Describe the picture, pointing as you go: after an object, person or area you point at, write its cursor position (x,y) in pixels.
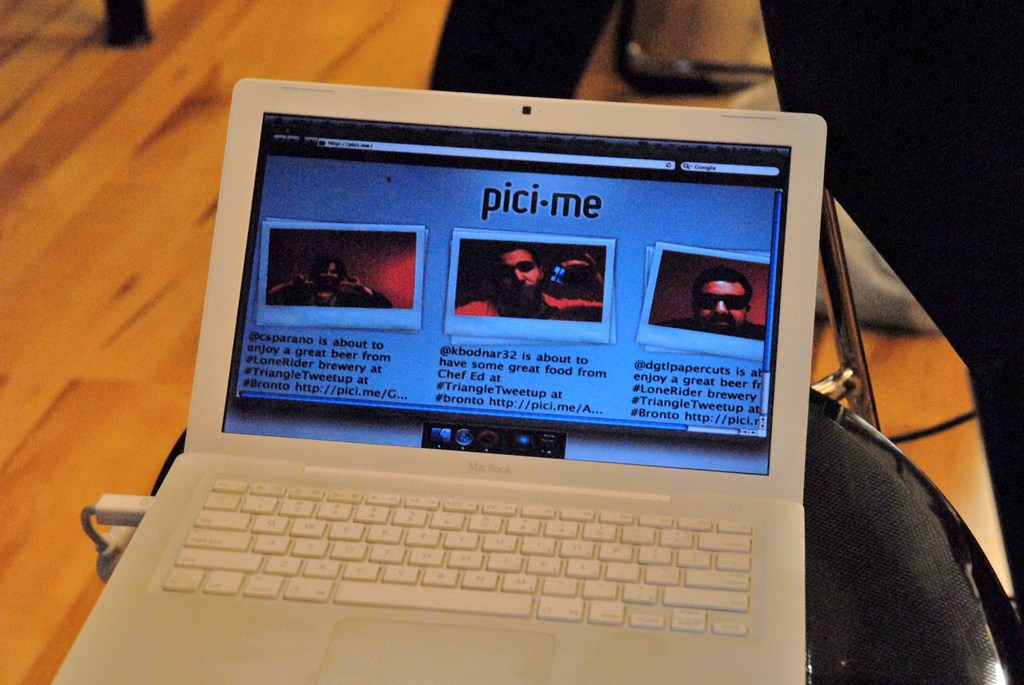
There is a laptop (516,400) on the chair (833,654) and this is floor (96,146).
